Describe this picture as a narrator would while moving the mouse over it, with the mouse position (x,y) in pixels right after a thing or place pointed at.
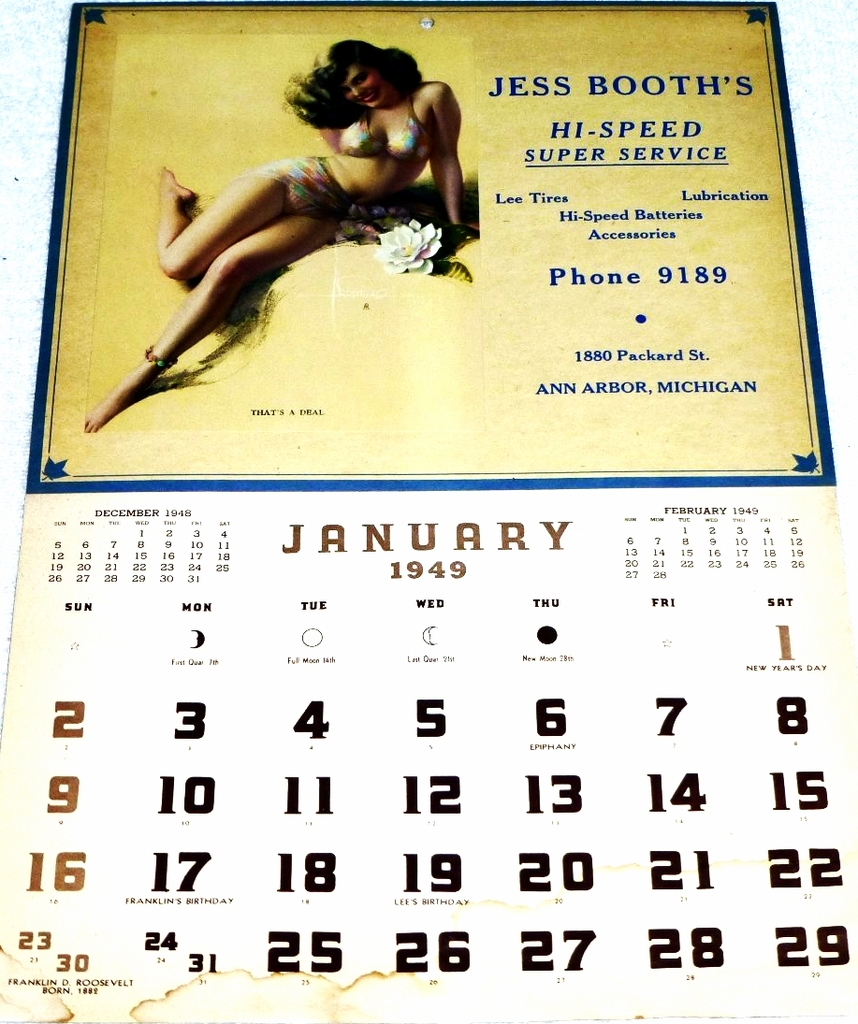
In this image i can see calendar (360,555). I can see a woman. I can see something written on it.
